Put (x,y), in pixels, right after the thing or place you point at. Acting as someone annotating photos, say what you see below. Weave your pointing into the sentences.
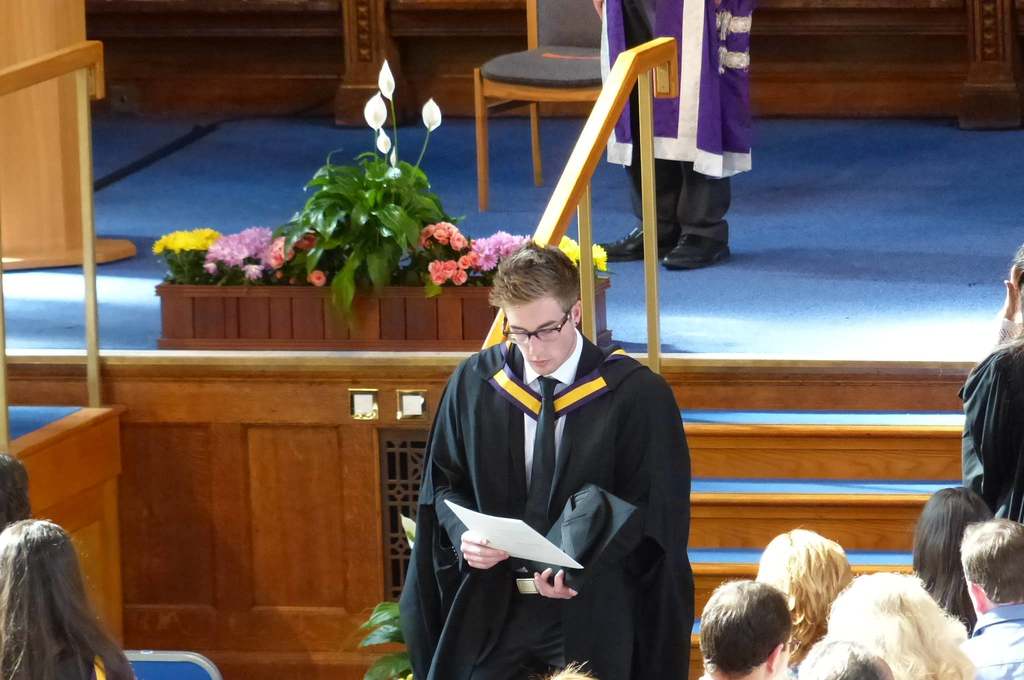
This person (523,282) is holding a paper (545,541) and looking into it. On this stage (782,272) we can see a person (668,186), chair (545,56) and plant (173,236). Left side of the image (47,603) and right side of the image (1016,551) we can see people (1012,366).
